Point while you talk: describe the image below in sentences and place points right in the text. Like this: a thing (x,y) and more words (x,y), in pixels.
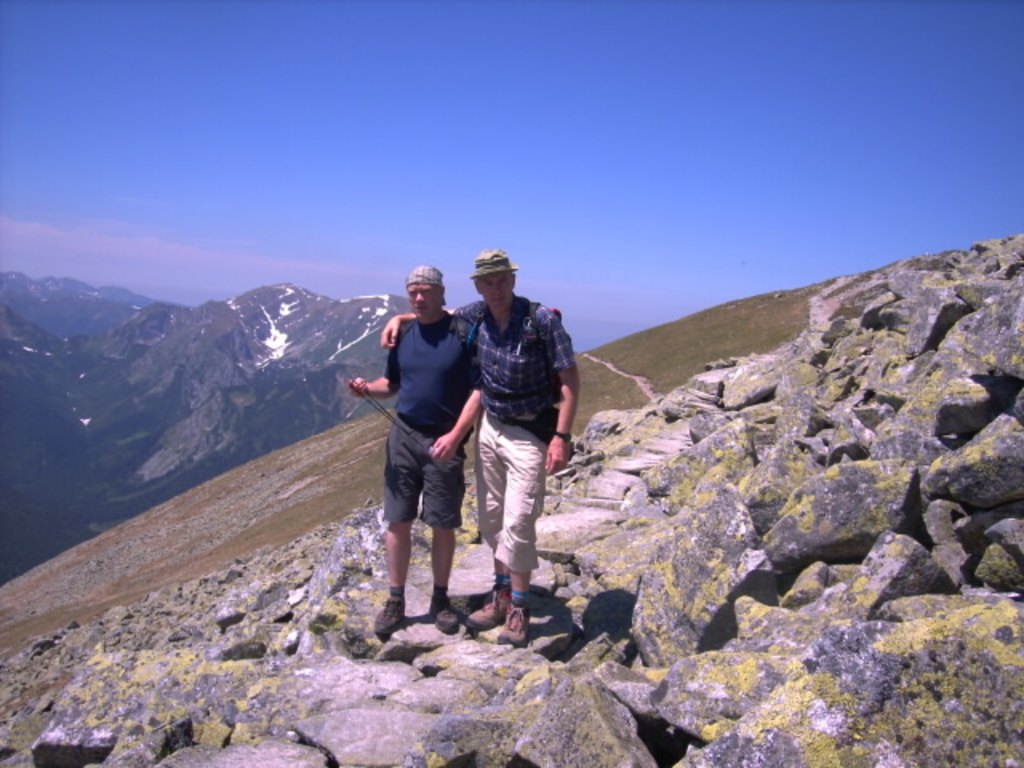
In this image there are two persons (514,480) standing on the rocks (405,621), and in the background (19,210) there are mountains (291,314), sky (19,210).
